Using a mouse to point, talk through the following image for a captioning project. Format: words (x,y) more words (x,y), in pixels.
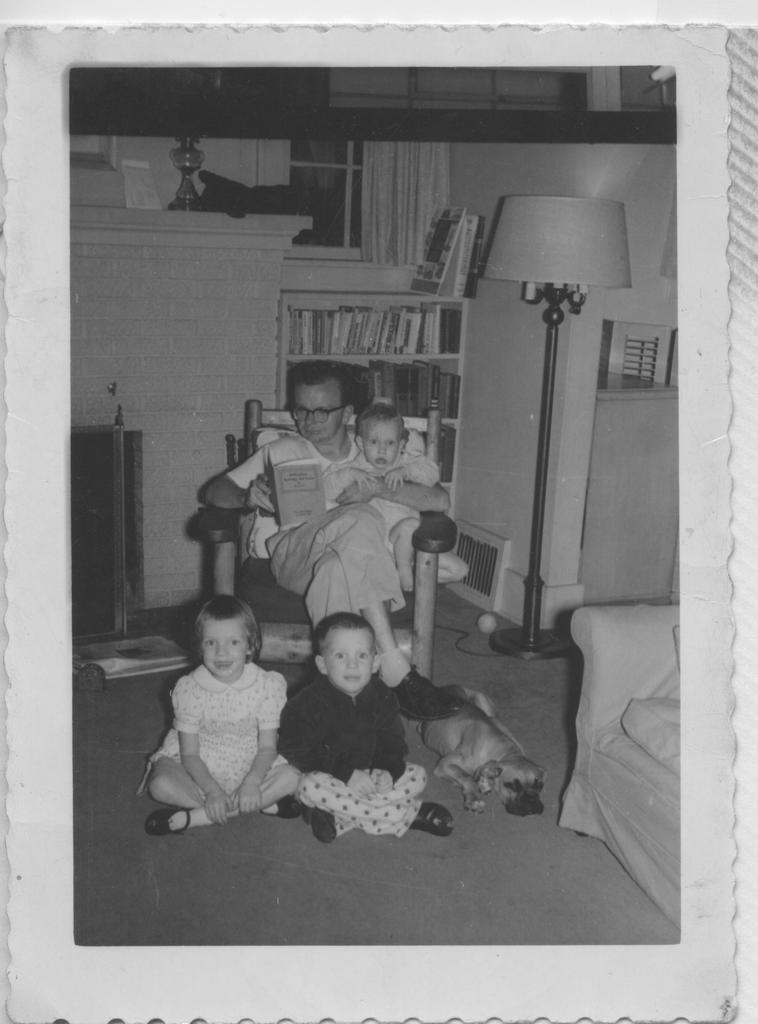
In this black and white image, we can see photo (628,677) of a picture (628,762). There is a person (338,504) in the middle of the image (335,497) holding a baby (411,480) and sitting on the chair (230,533) in front of the rack (444,363). There is a lamp (544,417) on the right side of the image (541,428). There is a fireplace (98,517) on the left side of the image (92,517). There are kids (225,735) sitting on the ground (314,892). There is a dog (506,808) beside the sofa (641,783).
